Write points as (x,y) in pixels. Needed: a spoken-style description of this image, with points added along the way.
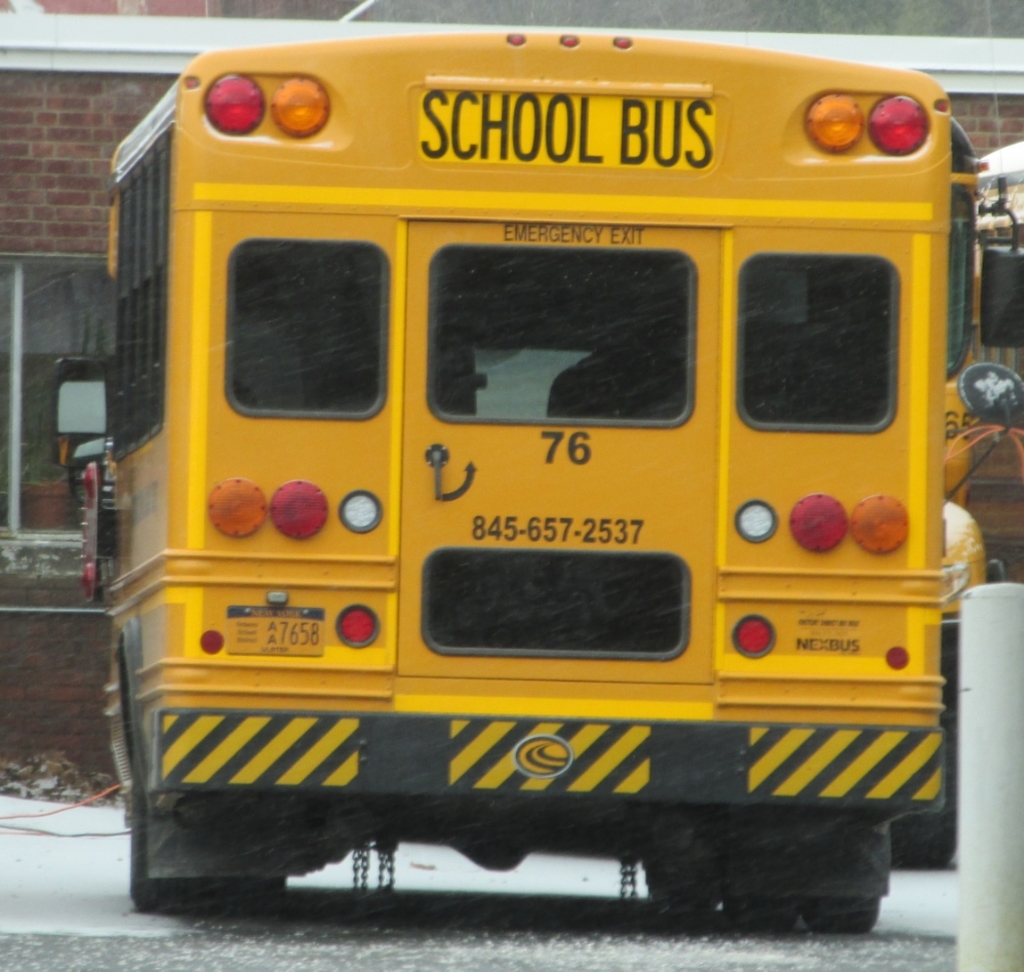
There is a yellow bus (536,448) on which '' school bus'' is written. Behind that there is a building (161,53) which has a brick wall (61,212) and windows (64,475).
